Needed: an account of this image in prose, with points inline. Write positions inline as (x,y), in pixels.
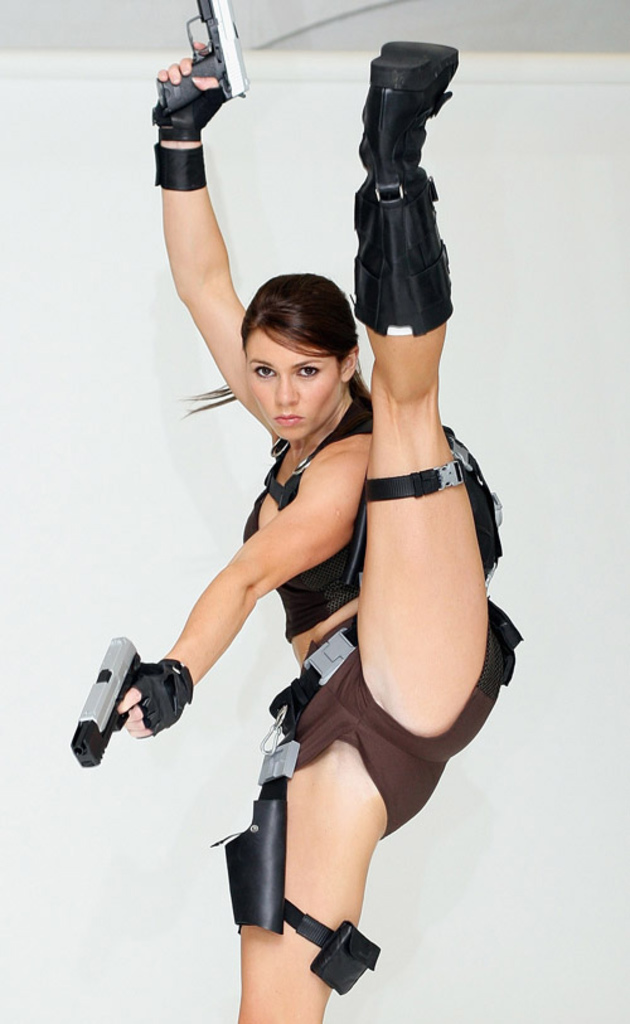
In this picture, we can see a lady (203,181) holding two guns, and we can see the wall (522,275) and the roof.
